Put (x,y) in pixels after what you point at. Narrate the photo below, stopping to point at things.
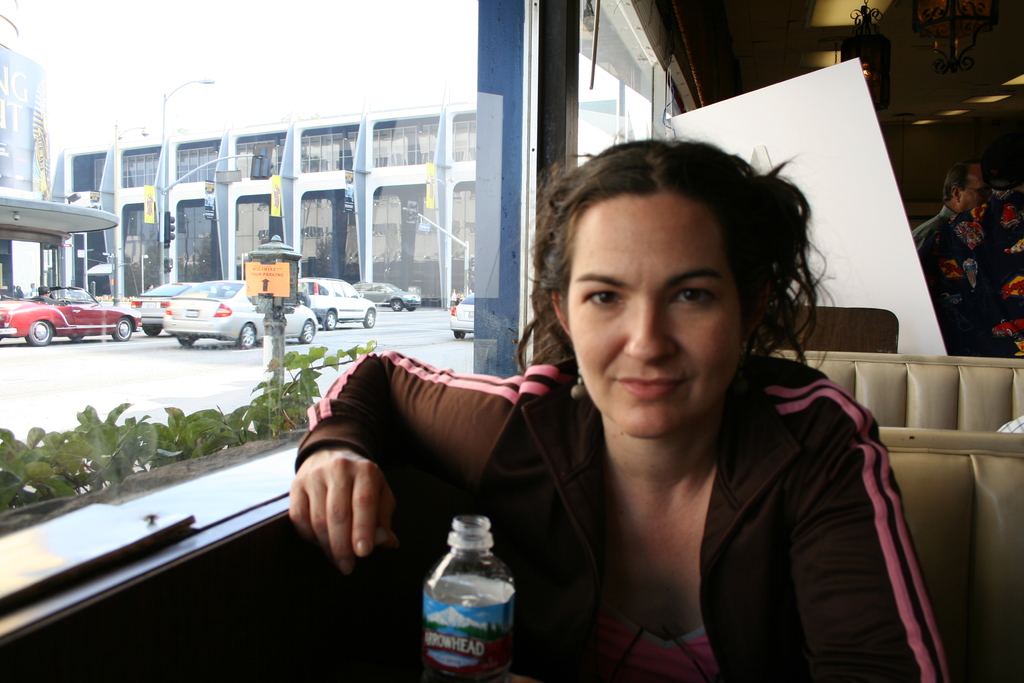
In this picture, In the middle (640,439) there is a woman (884,446) sitting on the chair (944,521) which is in yellow color in front of her there is a bottle (465,614) which is in white color, In the background (1006,237) there are some people (971,246) sitting, In the left side (268,259) there is a glass window (140,336) there are some cars (117,324) on the road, There are some green color plants (92,451) outside the window (218,399).
